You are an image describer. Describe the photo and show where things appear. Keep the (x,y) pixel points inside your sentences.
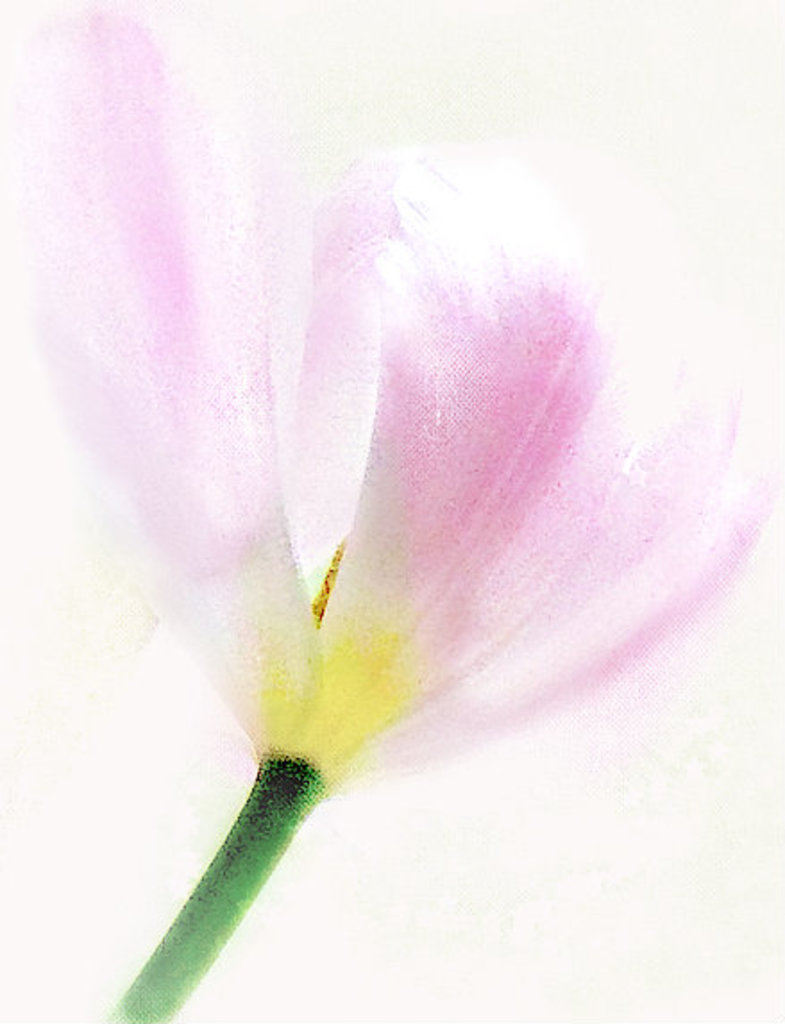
In this image we can see a painting (310,673) of a flower (272,740).
